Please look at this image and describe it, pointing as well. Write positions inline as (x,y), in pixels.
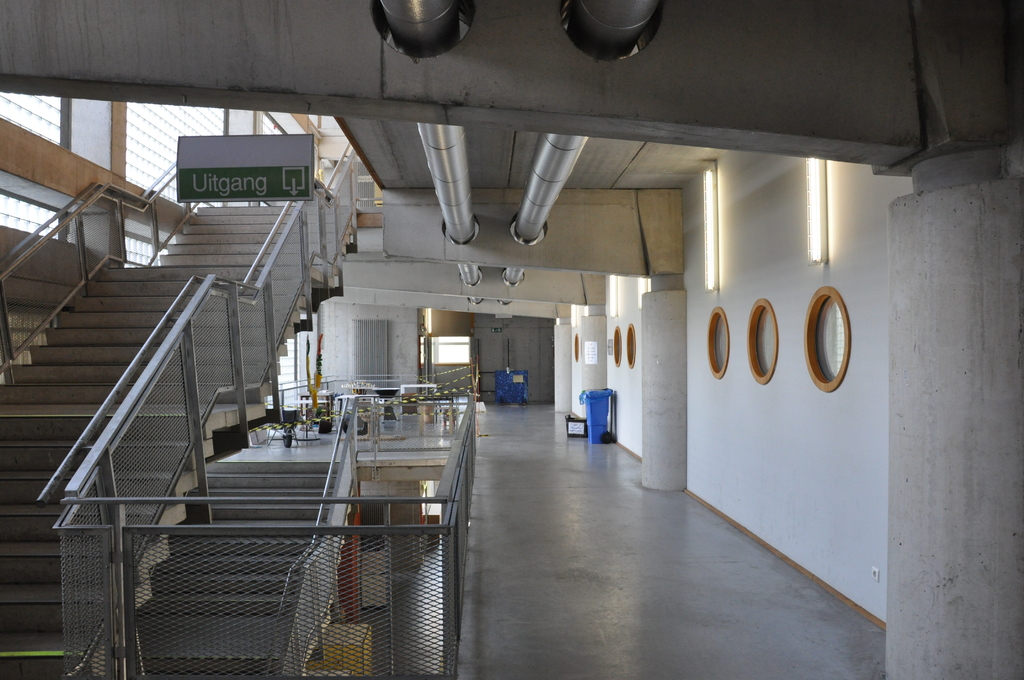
In this picture we can see the inside view of a building (560,492). Inside the building (470,505) there are staircases (211,485), a board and meshes (169,403). On the right side of the staircase (260,507) there are lights (717,188) on the wall (767,176). Behind the staircases (303,486), there are some objects (364,393). At the top (544,180) there are pipes (456,189).
